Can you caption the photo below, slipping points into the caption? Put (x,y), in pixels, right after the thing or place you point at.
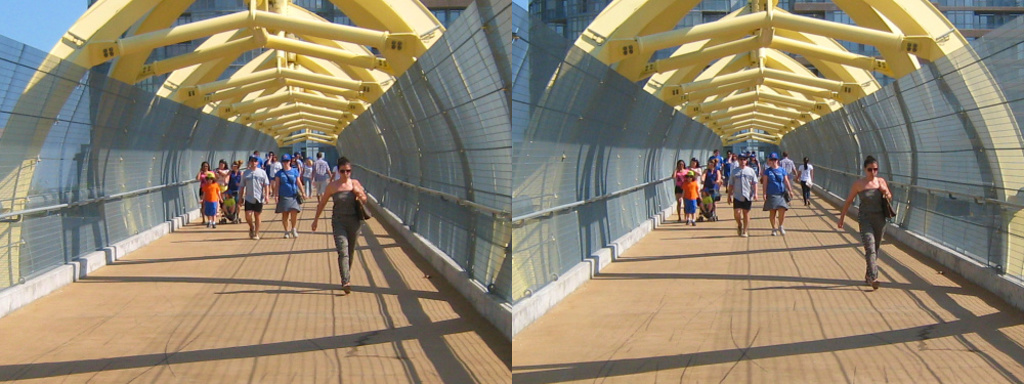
This picture is a collage of two images. In these two images there is a bridge (616,237) on which some people (687,209) are walking. There are men (263,201) and women (281,183) in these images. In the background (174,48) there is a building (593,13) in the two images.
